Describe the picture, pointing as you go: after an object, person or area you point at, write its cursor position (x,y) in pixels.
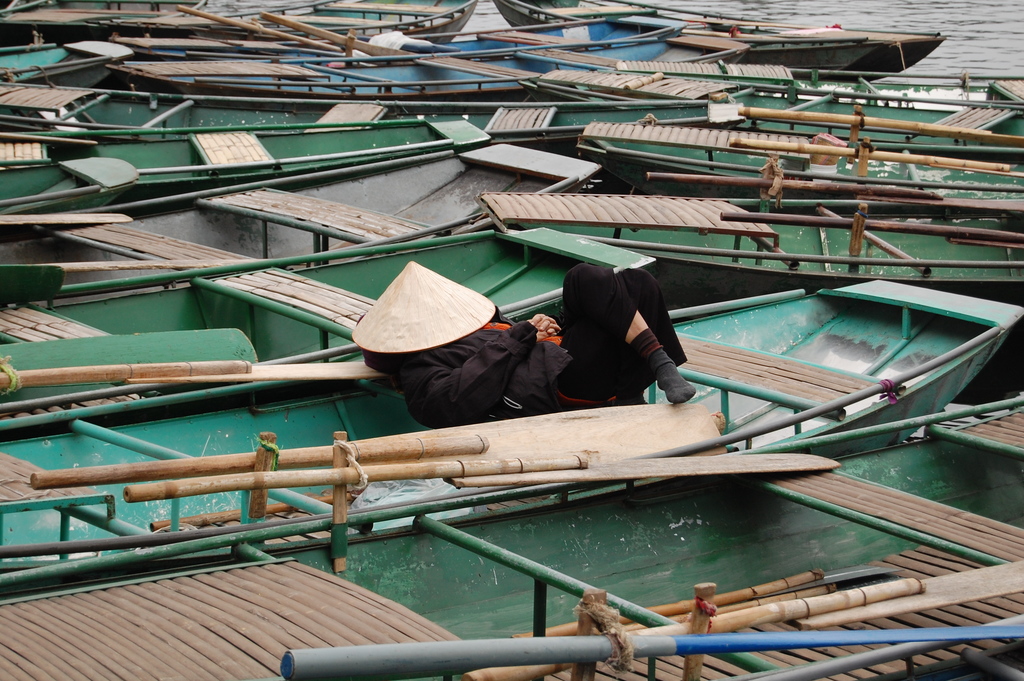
In this image I can see few boats (338,299) on the water (924,26) and I can also see the person (598,356) lying on the boat (721,352) and I can see few paddles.
